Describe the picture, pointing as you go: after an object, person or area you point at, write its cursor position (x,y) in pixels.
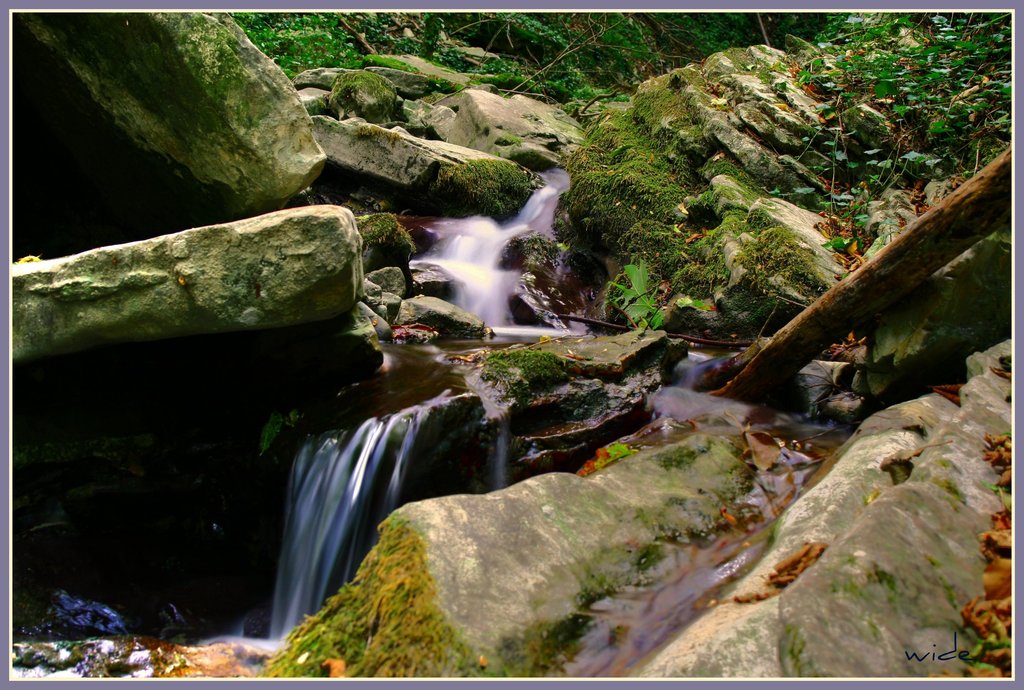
In this image, we can see the waterfall (464,290). We can see some rocks (933,581), plants (340,32). We can also see some grass (944,99) and a wooden pole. We can also see some text (957,632) on the bottom right corner (913,654).
